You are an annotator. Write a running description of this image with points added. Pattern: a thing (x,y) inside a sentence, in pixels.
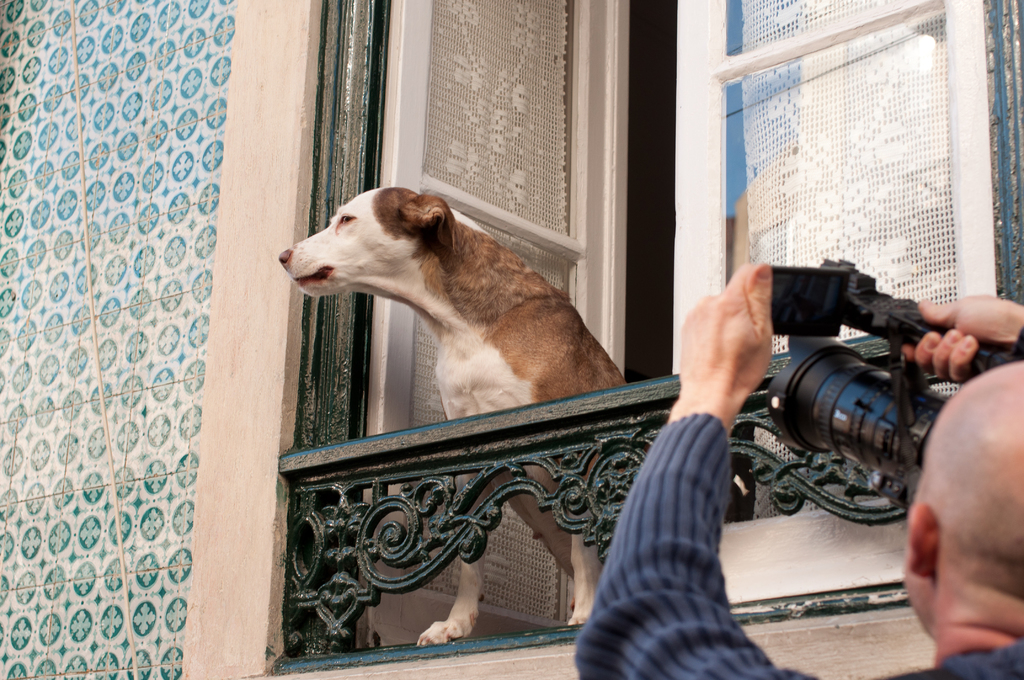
This dog (462,252) is looking outside from this window (418,363). In-front of this window (621,282) a person (677,523) is standing and holding a camera (931,424) to capture this dog (461,300).
